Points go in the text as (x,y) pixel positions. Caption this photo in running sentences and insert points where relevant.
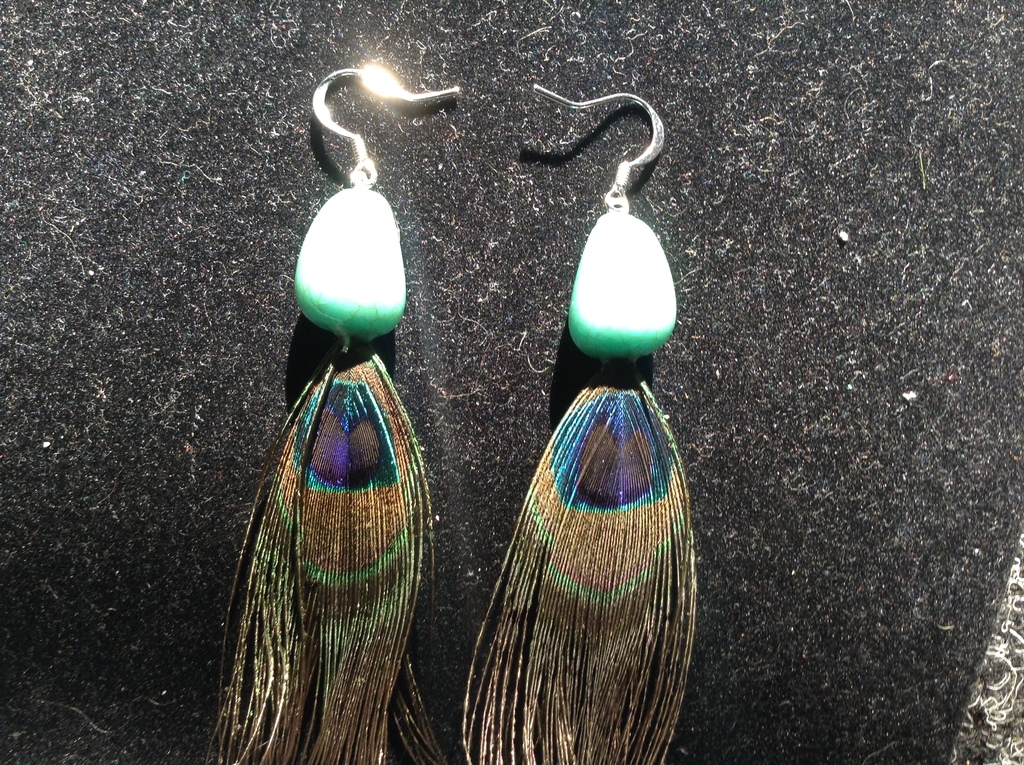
In this picture we can see earrings (333,245), in the background (558,284) there is sponge (815,80).
